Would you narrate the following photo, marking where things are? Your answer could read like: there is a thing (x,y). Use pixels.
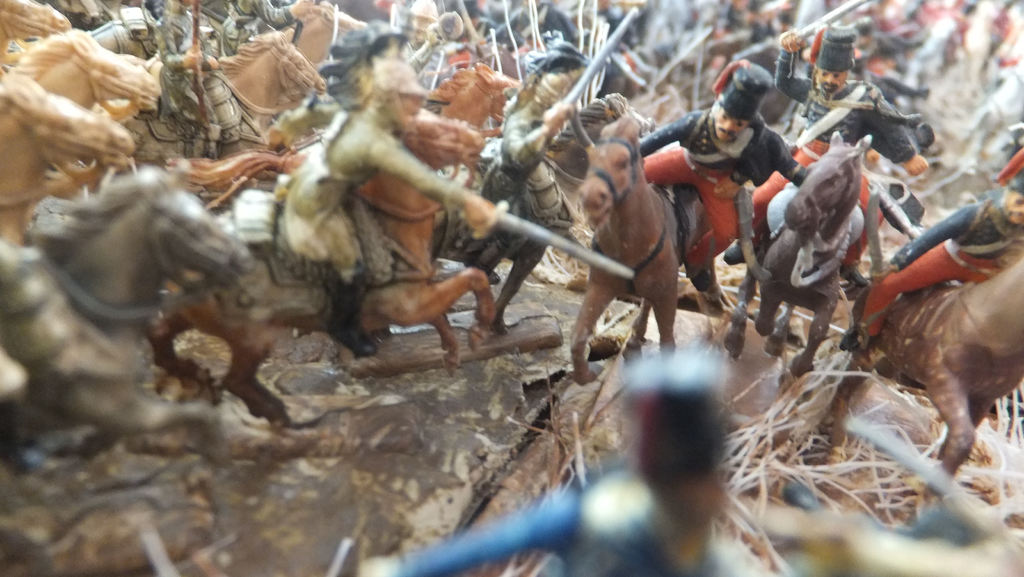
In the image we can see there are toys (526,137) kept on the ground (446,484) and there are human toys (720,143) sitting on the horse toys (602,231). The human toys (718,161) are holding sword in their hand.
